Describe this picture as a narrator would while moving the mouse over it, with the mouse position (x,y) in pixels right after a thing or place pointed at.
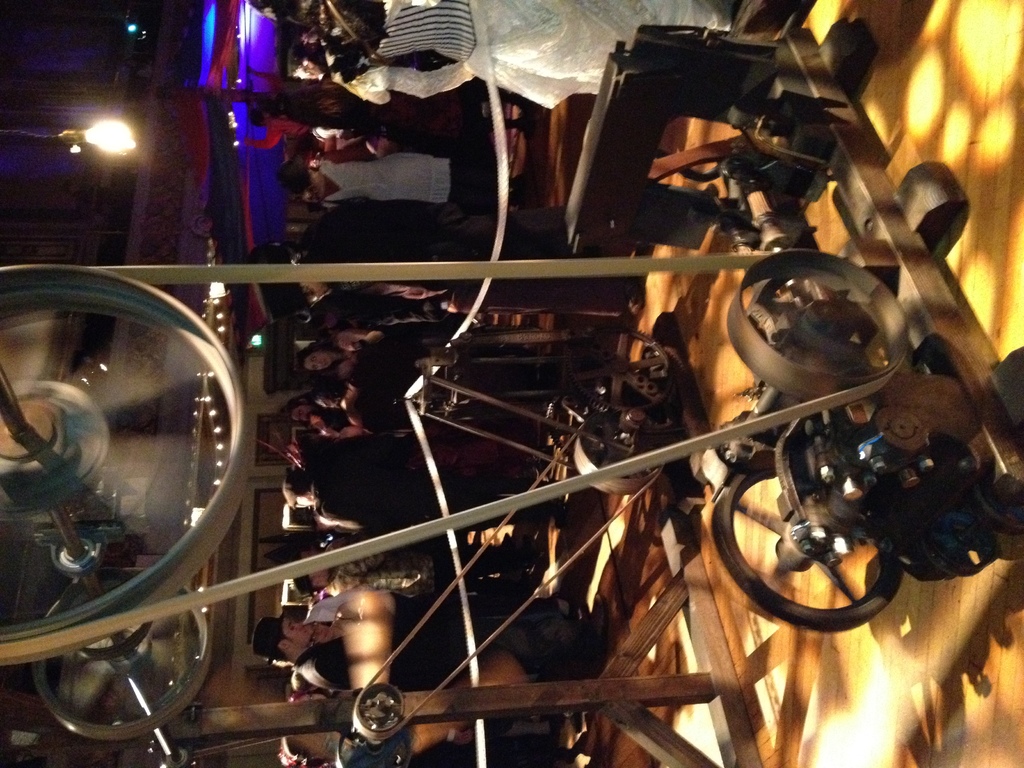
In the center of the image (514,335) we can see a machine (584,549). In the background (457,287) there are people (316,156) dancing and standing. On the left (108,152) there are lights (122,139). On the right (962,653) we can see a floor (956,678).
